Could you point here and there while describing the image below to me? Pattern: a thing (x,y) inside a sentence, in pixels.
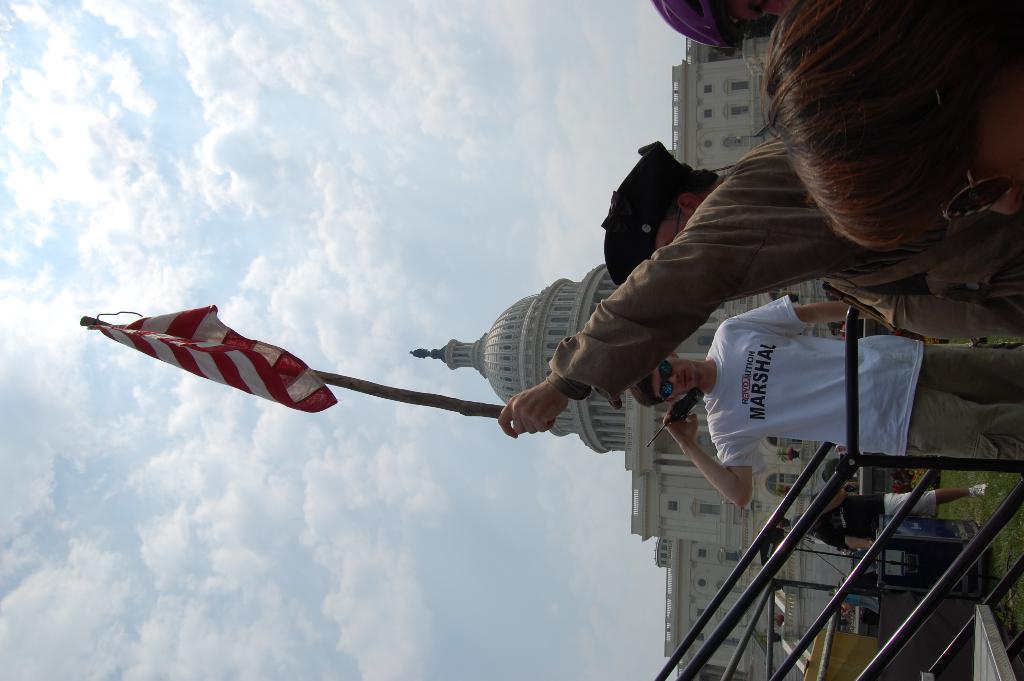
This picture shows few people (785,51) standing and we see a man (736,251) wore a cap (618,223) on his head (675,206) and holding a flag (192,361) in his hand (520,405) and we see another man (669,400) wore sunglasses (671,379) on his face (670,399) and he is holding a walkie-talkie (698,402) in his hand (688,426) and we see a building (748,66) and a cloudy Sky (359,356) and we see grass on the ground (996,552) and stairs (712,645).
